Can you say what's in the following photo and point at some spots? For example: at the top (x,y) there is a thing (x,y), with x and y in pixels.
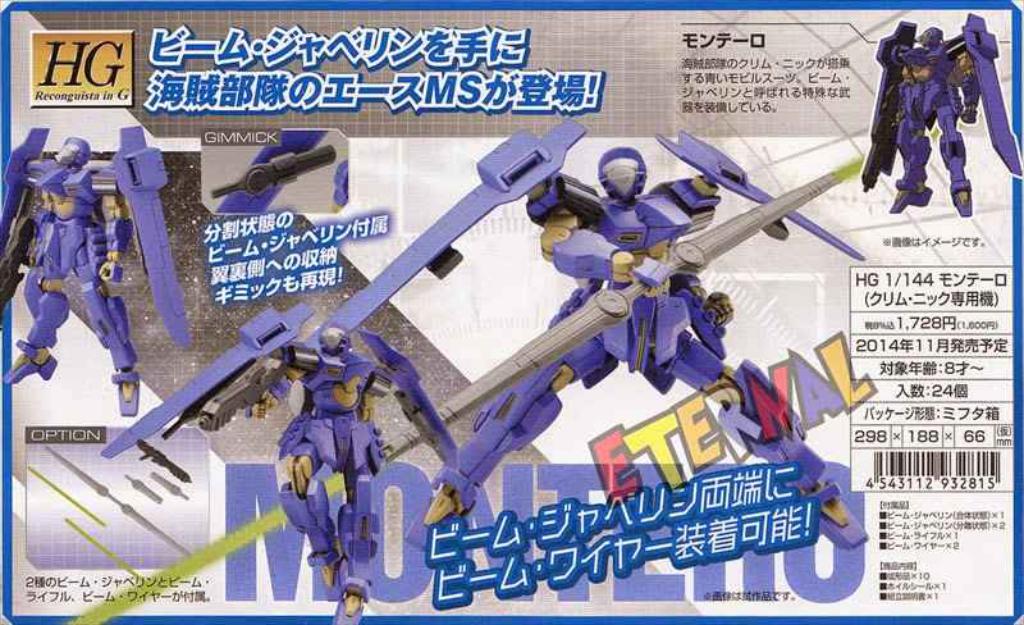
In this image, we can see an advertisement (515,100) contains robots (658,230) and some text (453,73).
